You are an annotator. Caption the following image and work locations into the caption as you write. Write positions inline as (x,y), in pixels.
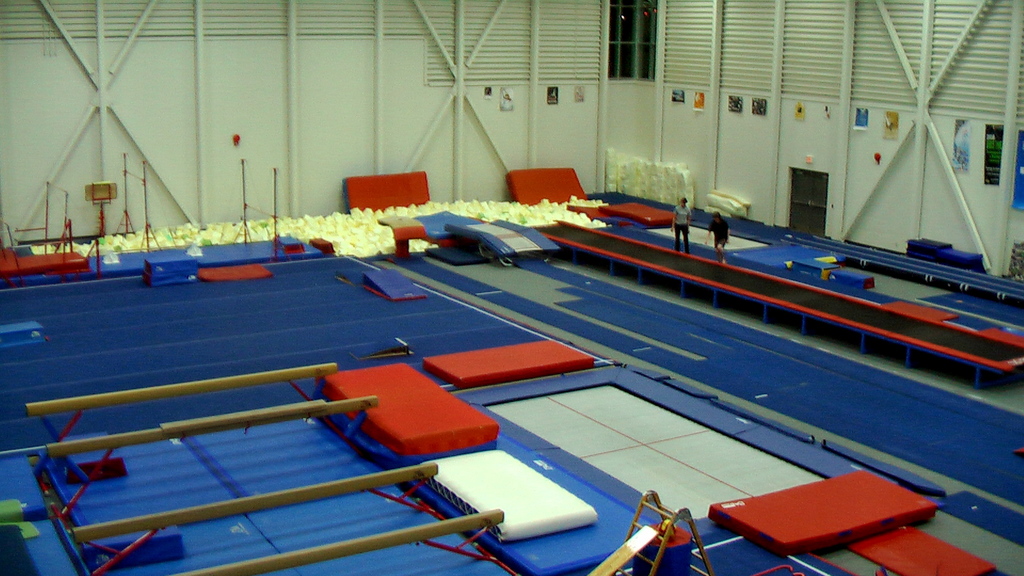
In this image I can see number of gym mattresses (324,323), few poles (239,386) and on the bottom side (672,510) I can see a ladder (666,513). In the background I can see two persons (718,214) are standing and I can also see number of posters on the wall (719,91).
